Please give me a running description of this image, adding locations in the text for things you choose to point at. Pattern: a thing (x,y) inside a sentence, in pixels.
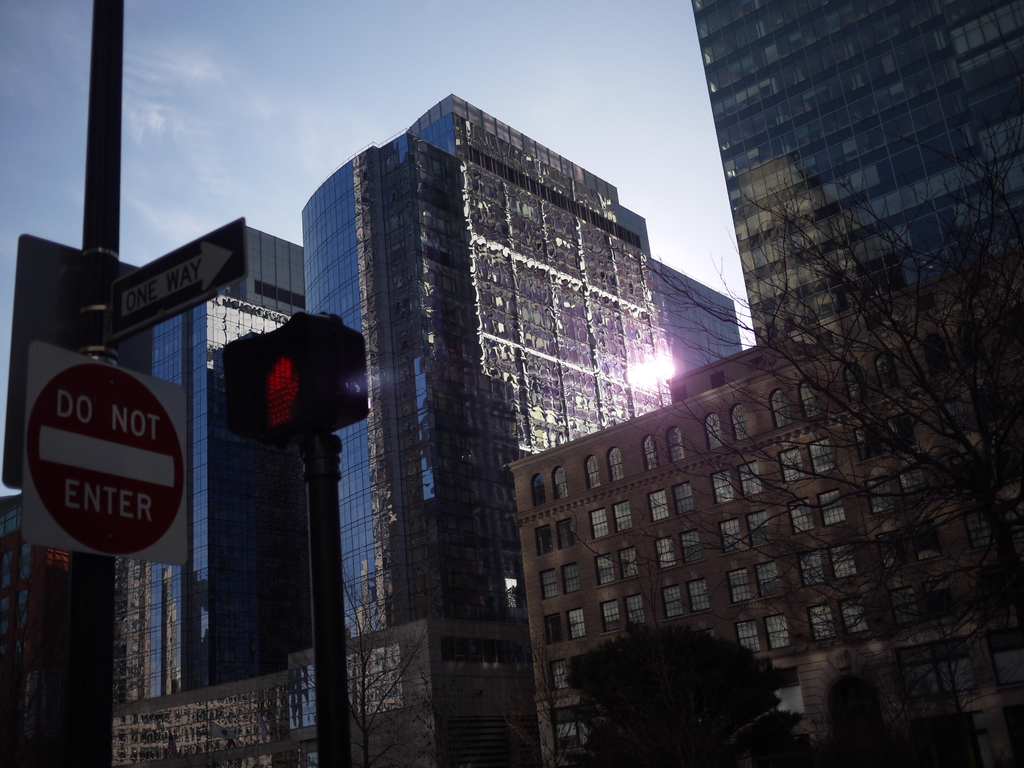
In the picture I can see buildings (462,415), sign boards (116,460), traffic light (310,485), trees (636,644) and some other objects (327,489). In the background (244,177) I can see the sky (284,119).
